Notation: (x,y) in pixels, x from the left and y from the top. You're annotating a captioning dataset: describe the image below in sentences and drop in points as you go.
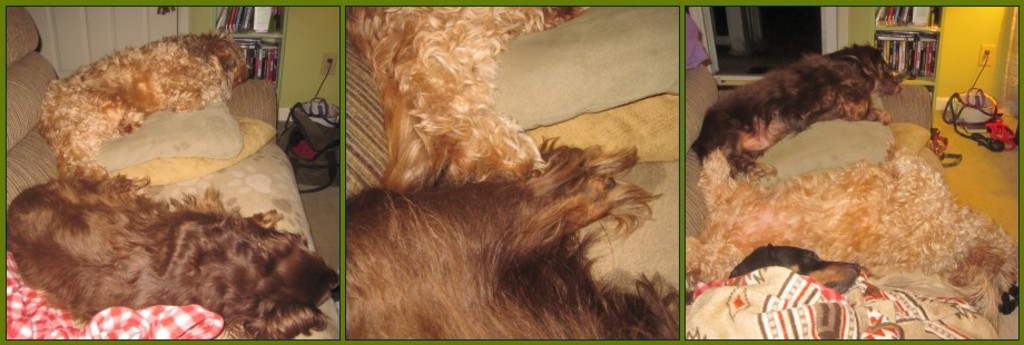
This is an edited image. This picture is the collage of three images. On the left side (238,84), we see two dogs (72,97) are sleeping on the sofa (241,187). We see the pillows (185,167) and a blanket (25,304) in white and red color. Beside that, we see a bag (324,149) and a green wall (305,75). Beside that, we see a rack (268,39) in which books (252,52) are placed and we see a white door (135,28). In the middle (482,199), we see the two dogs (472,129) are sleeping on the sofa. On the right side (796,240), we see three dogs (854,198) are sleeping on the sofa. We see the pillows (849,156) and the blankets (853,320). Beside that, we see a green wall (960,38) and a rack (906,27) in which books (897,41) are placed. We see the door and some objects (1003,144) are placed on the floor (975,153).
